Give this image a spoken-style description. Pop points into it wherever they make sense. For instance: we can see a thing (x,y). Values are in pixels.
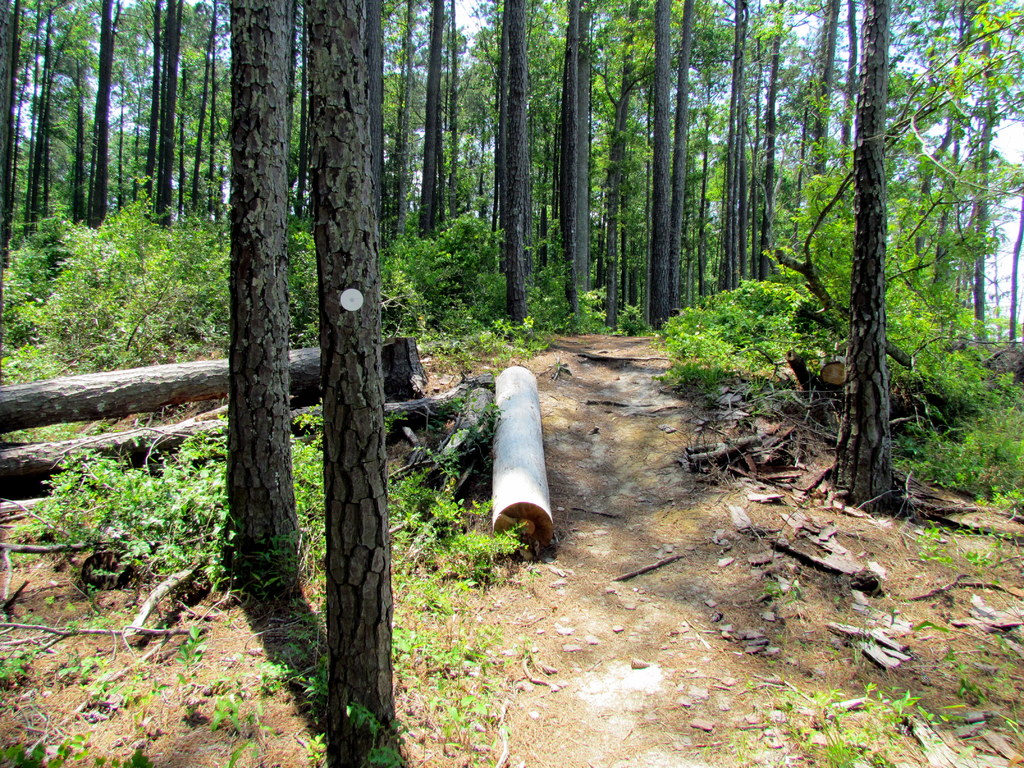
In this image there are trees (649,160), branches (407,427) and plants (838,218). Through trees (622,77) sky (997,111) is visible.
